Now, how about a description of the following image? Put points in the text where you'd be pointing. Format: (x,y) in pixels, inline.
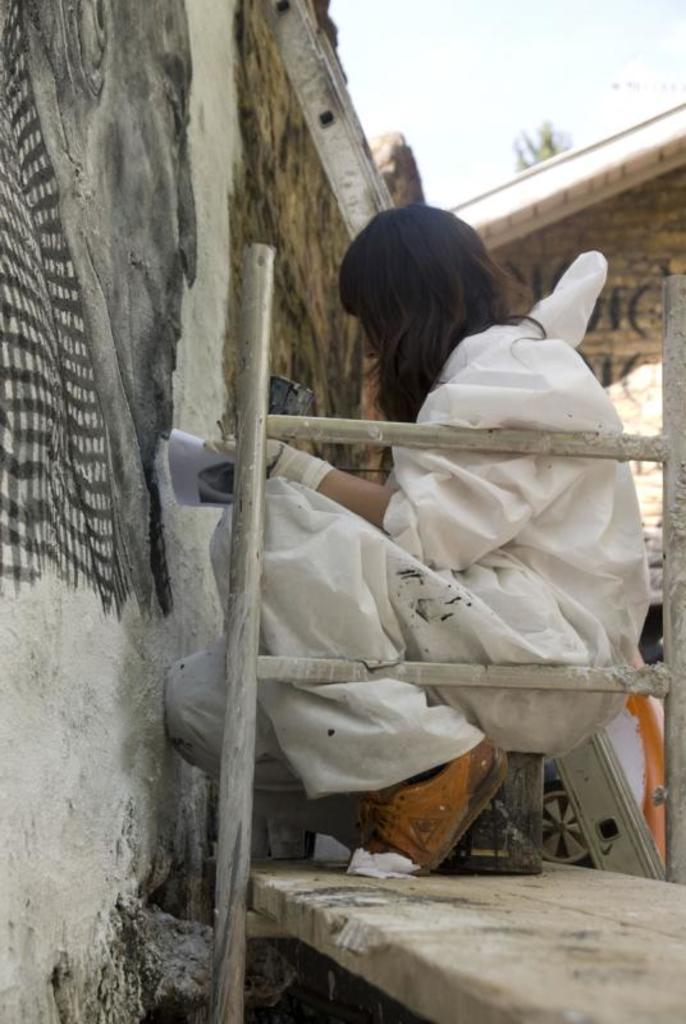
In this image we can see a person (479,532) sitting on some object (540,812) which is on the wooden surface (474,952). We can also see the houses (546,183), tree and also the ladder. We can also see the sky (520,104).
